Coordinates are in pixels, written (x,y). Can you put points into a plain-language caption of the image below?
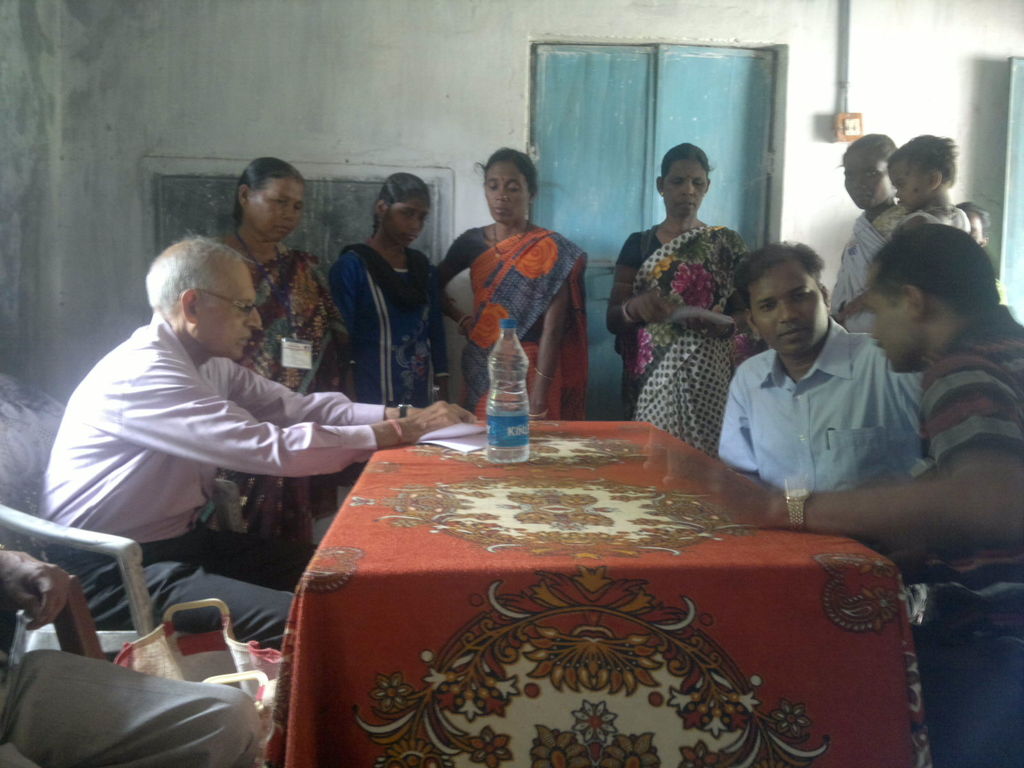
In this picture there are group of people (242,350), they are standing and sitting around the table (512,532), there is a bottle (496,437) and papers (468,437) on the table (451,481) and there is a door (624,85) at the center of the image (602,354).
